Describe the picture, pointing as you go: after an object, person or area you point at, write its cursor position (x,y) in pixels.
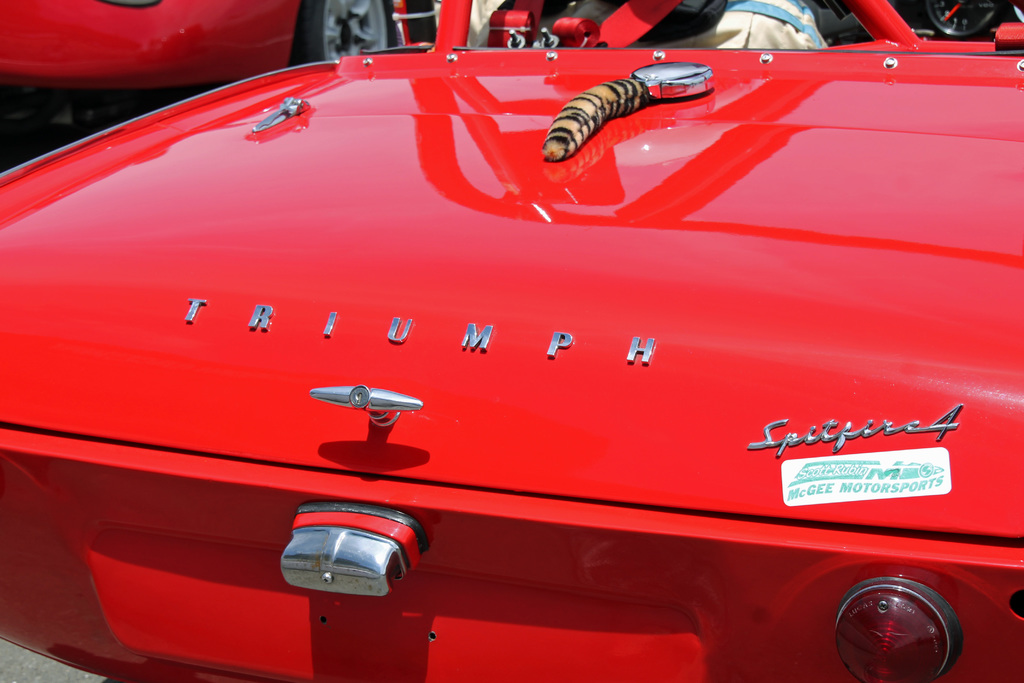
In the picture we can see a part of a car (934,582) which is red in color and a name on it TRIUMPH and under it we can see handle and a light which is red in color and some stickers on it, and beside it we can see another car (136,75) with the wheel (305,15) and the car (215,76) is also red in color.
